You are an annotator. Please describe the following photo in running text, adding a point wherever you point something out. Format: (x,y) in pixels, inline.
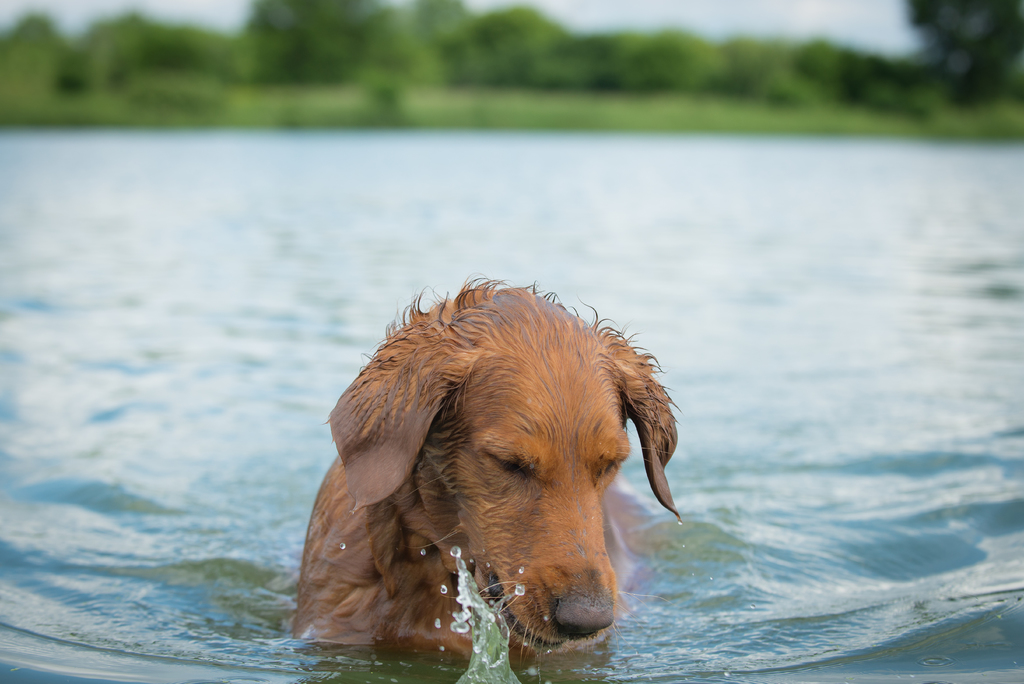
In this image I can see a dog (532,550) in the water (782,423) and the dog (525,566) is in brown color, background (661,17) I can see trees (189,61) in green color and the sky (745,33) is in white color.
